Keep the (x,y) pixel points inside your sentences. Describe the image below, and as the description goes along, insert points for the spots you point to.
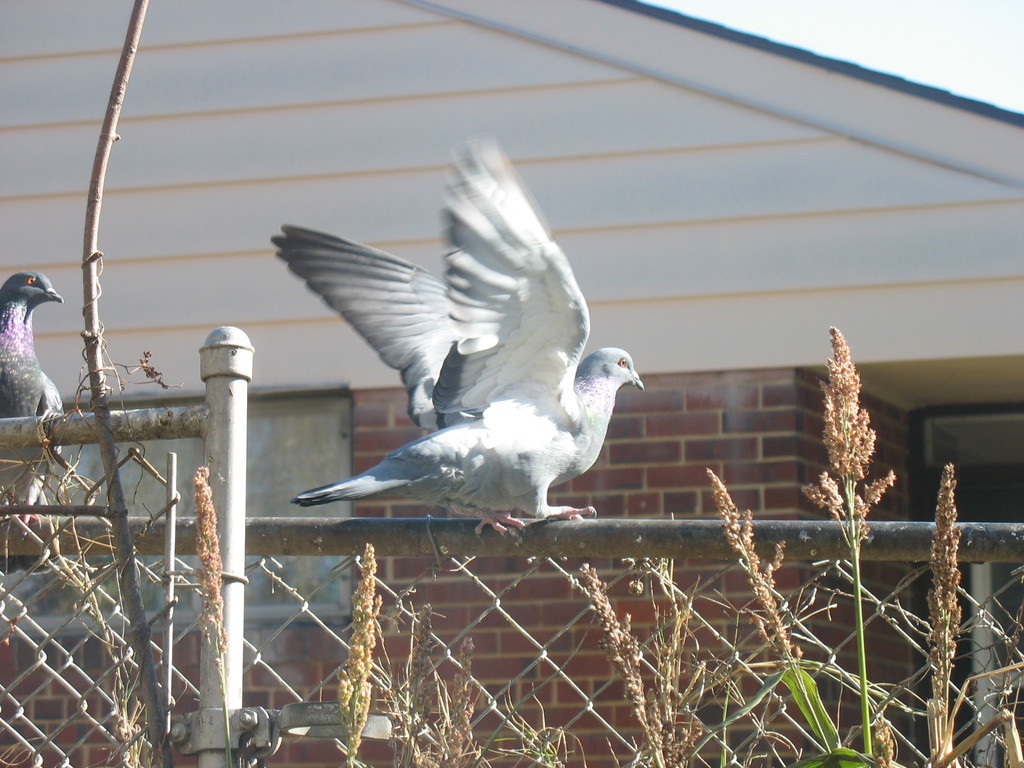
In the center of the image (376,472) we can see two birds (533,444) on the fence (598,538). In the foreground (194,686) we can see group of plants (217,651), poles (209,385). In the background (826,237), we can see a building (802,196) with window (349,414), door (990,456) and the sky (938,32).
